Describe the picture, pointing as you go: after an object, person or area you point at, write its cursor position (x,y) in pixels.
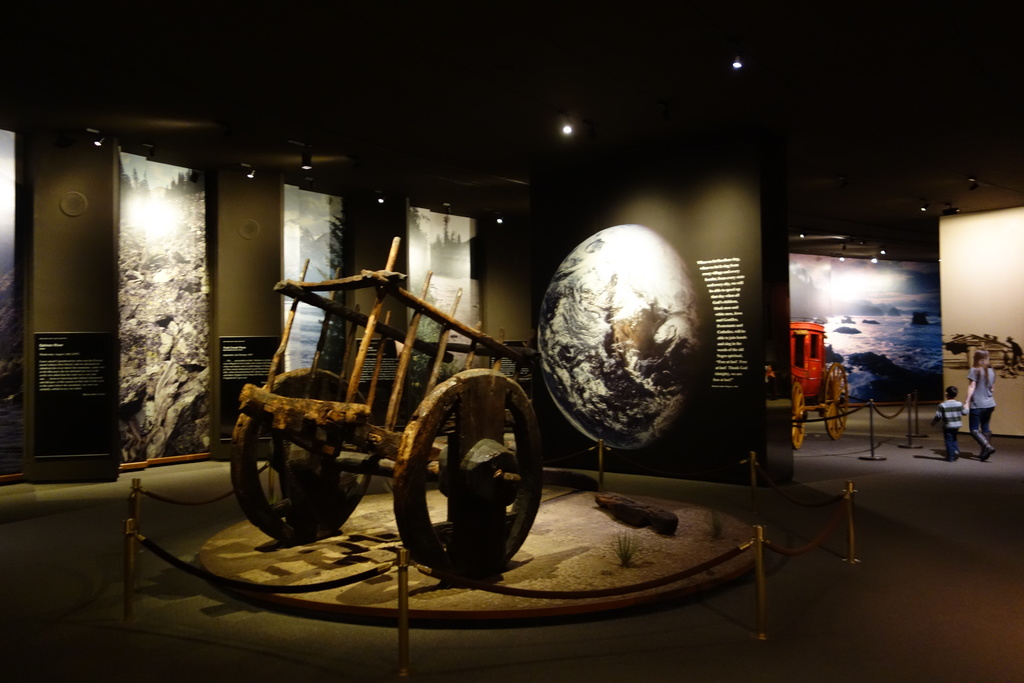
In this picture I can observe a bullock cart (433,524) on the floor (345,544). This is a museum (551,391). On the right side (956,418) there two members (942,420). One of them is a woman (980,405) and the other is a kid (950,401).
